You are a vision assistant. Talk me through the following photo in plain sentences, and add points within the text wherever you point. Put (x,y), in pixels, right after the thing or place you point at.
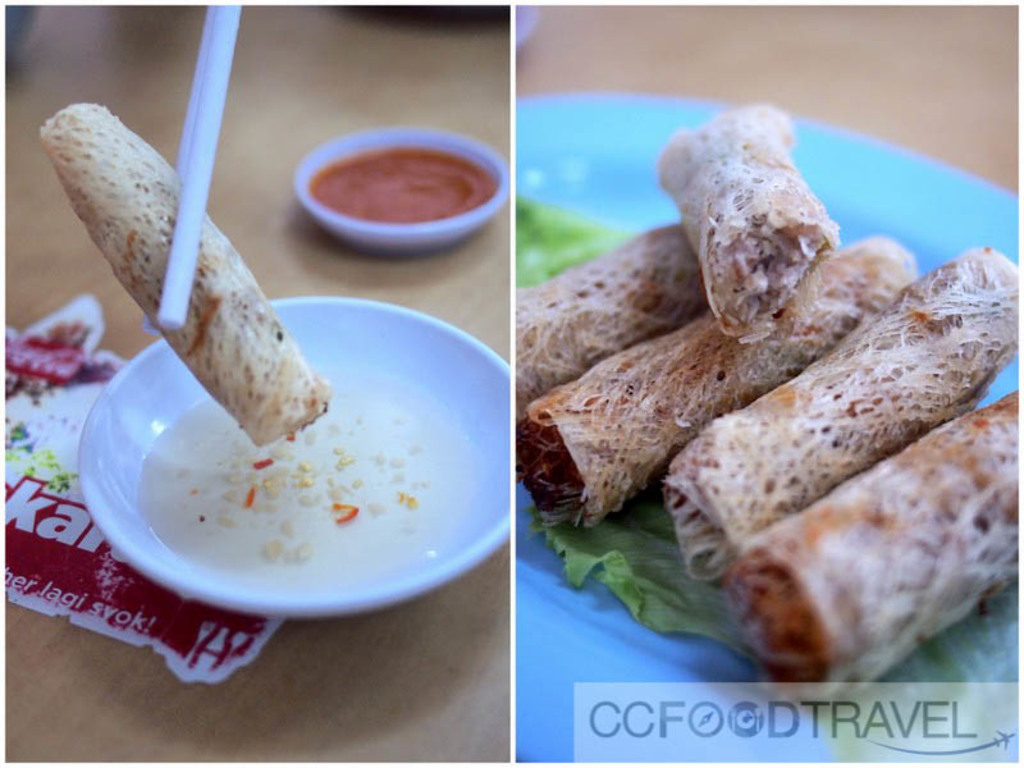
This is an edited image. On the left side of the picture (333,492), we see a bowl (244,590) containing dipping sauce (289,475) and a bowl (351,235) containing sauce (407,175) are placed on the table (223,197). We even see a spring roll (195,363) is placed in between the chopsticks (195,150). On the right side (873,302), we see a blue plate (862,226) containing spring rolls (699,418) are placed on the table (924,81).
